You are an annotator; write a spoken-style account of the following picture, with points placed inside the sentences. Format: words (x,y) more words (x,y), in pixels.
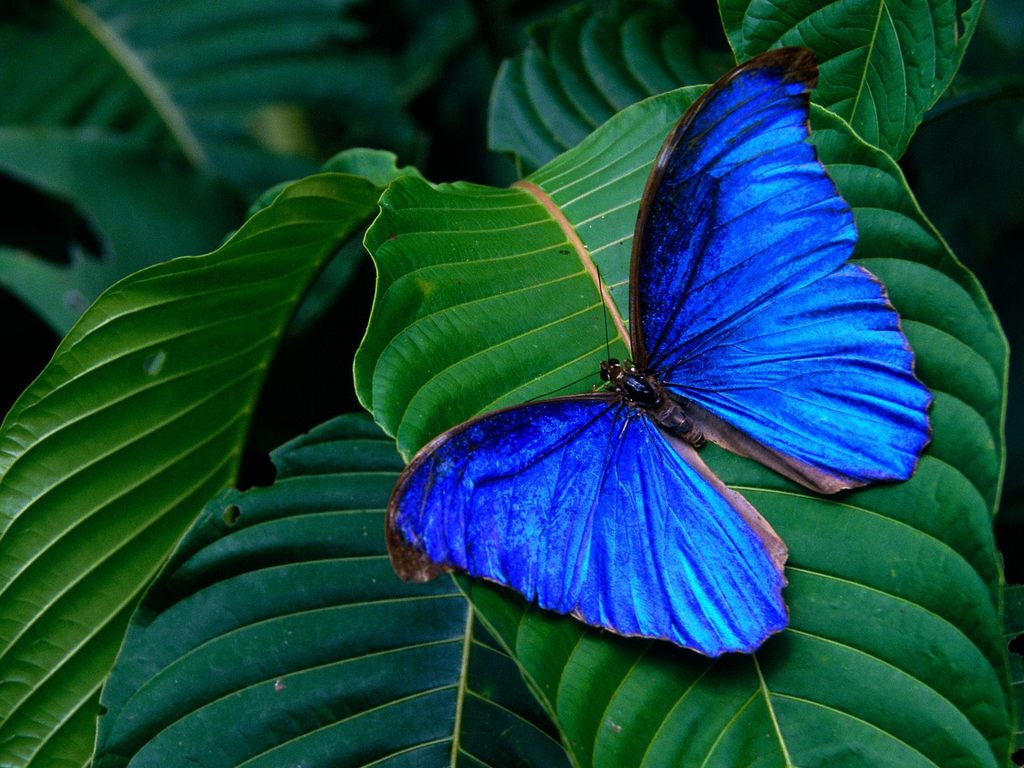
In this picture we can see a blue color butterfly (622,376) on the leaf (470,325).
